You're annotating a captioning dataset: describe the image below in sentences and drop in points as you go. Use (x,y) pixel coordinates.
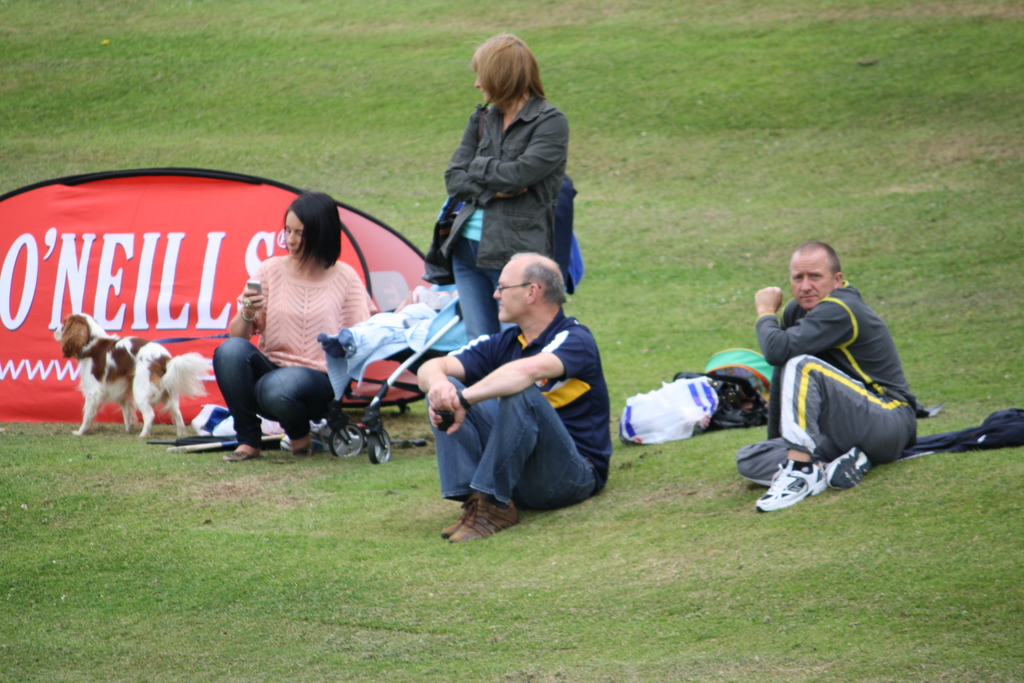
In this image, we can see people (472,270) and one of them (502,158) is standing and wearing a coat (494,217) and a bag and we can see a trolley (408,357) and a kid (371,335) and there is a tent (134,245) and an animal (174,398) and some other objects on the ground (304,593).
